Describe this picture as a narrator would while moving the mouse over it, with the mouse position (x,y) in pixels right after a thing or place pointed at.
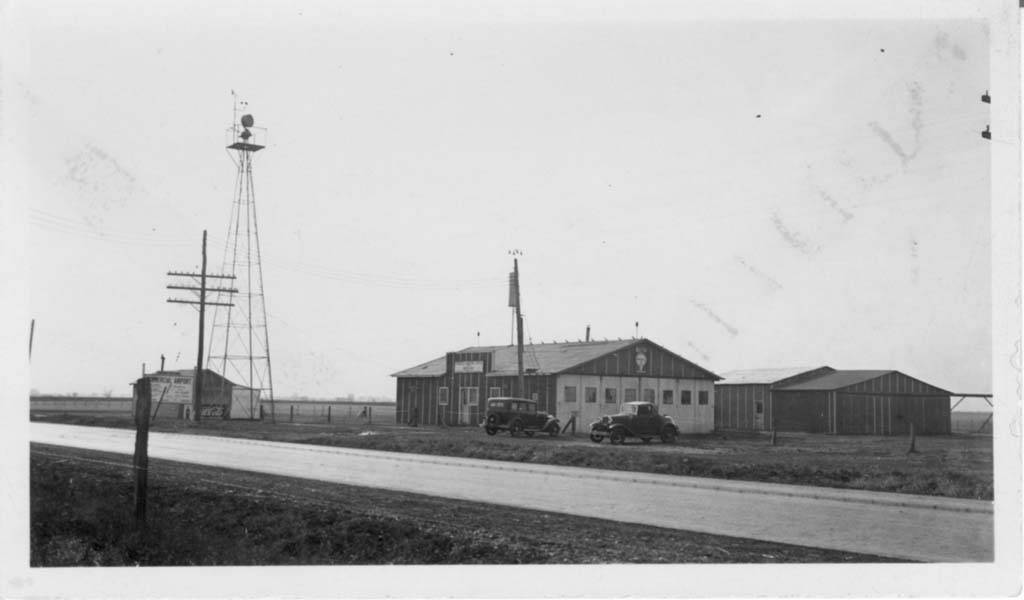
This is a black and white image, in this image there is a road (547,467) on either side of the road (486,500) there is a land (701,461), in the background (612,441) there are cars (598,441), houses (871,392), poles (265,396) and the sky (253,377).
